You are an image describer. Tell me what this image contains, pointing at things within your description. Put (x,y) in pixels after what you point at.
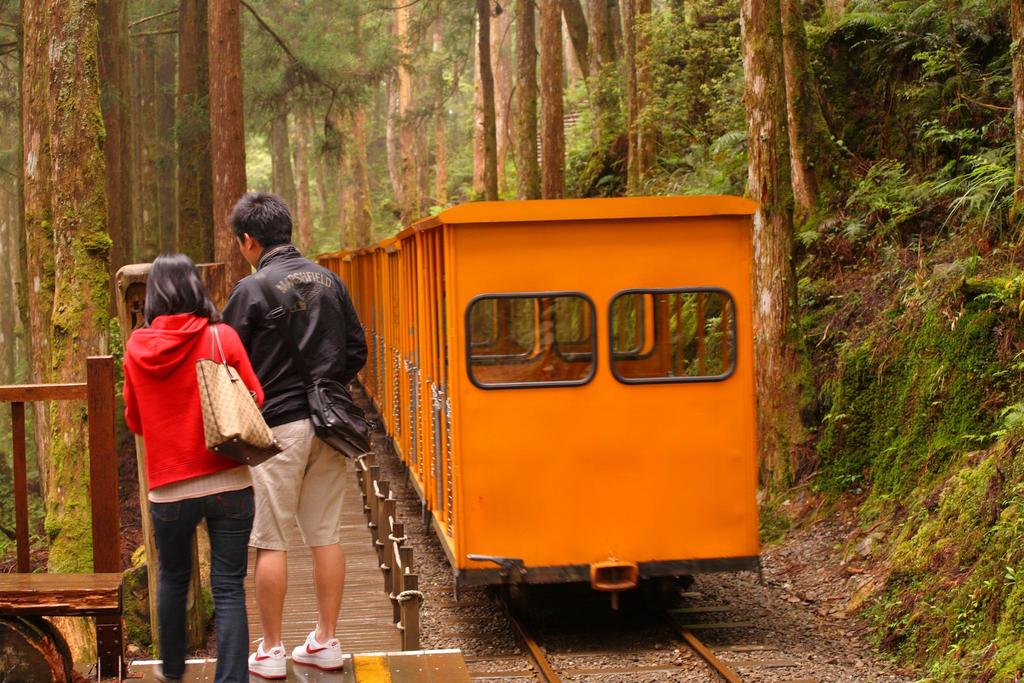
In this picture we can see there are two people (200,422) standing. On the left side of the people (182,519), it looks like a wooden fence (23,517). In front of the people (215,483), there is a walkway (362,577) and there is a train (483,513) on the railway track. Behind the train (353,273) there are trees (473,92) and plants (671,99).
